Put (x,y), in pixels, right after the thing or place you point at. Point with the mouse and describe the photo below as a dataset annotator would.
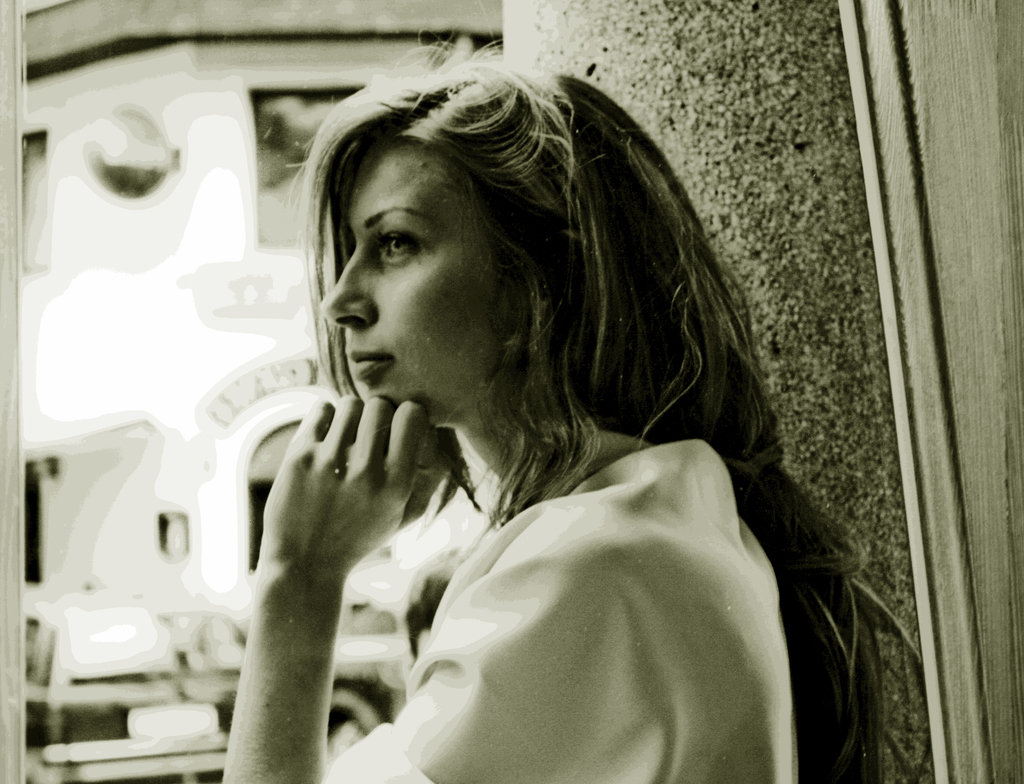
In this picture I can see a woman (440,421).
